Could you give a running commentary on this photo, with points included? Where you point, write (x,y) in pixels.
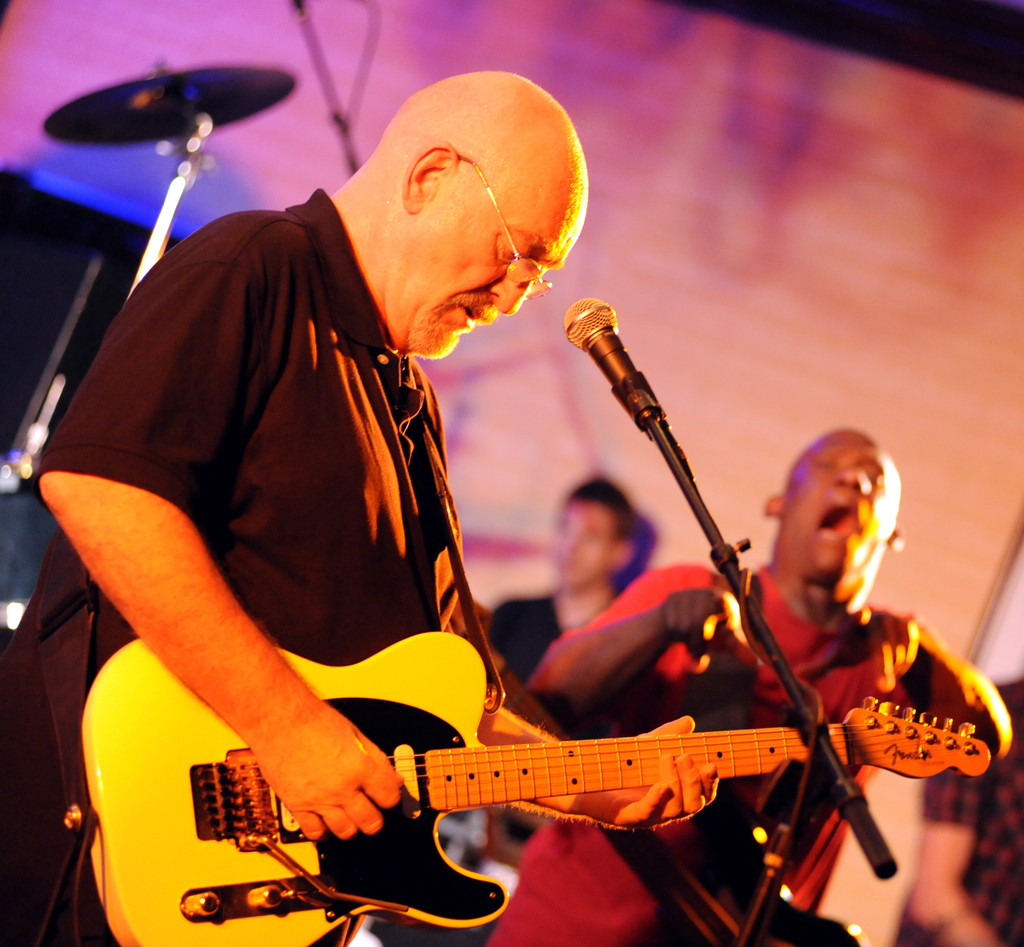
in the picture we can find the person (379,766) holding a guitar (455,784) standing in front of a microphone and we can also see another person (809,593) dancing, singing.
